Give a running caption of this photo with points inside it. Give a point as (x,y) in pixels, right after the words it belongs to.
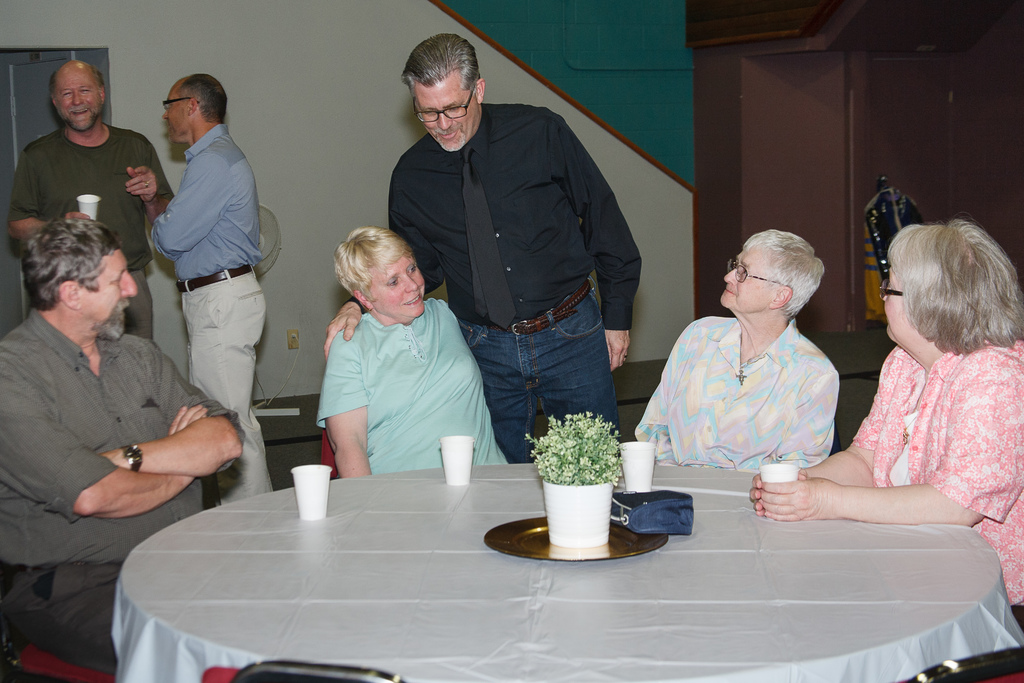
As we can see in the image, there are four people (143,470) sitting on chairs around table (801,549). On table (729,594) there are glasses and a plant (567,474) and there are three persons (480,126) standing and there is a white color wall (313,118) over here.
